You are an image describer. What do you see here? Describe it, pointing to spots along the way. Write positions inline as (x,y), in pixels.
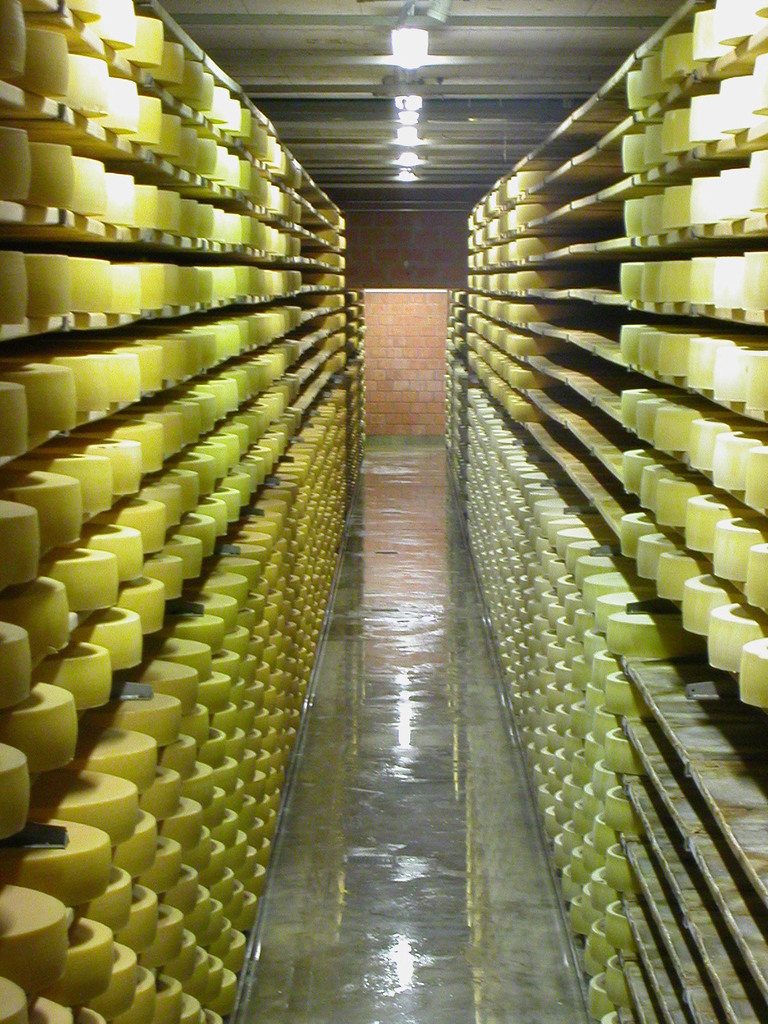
In this image we can see some objects (279,575) in a rows.
